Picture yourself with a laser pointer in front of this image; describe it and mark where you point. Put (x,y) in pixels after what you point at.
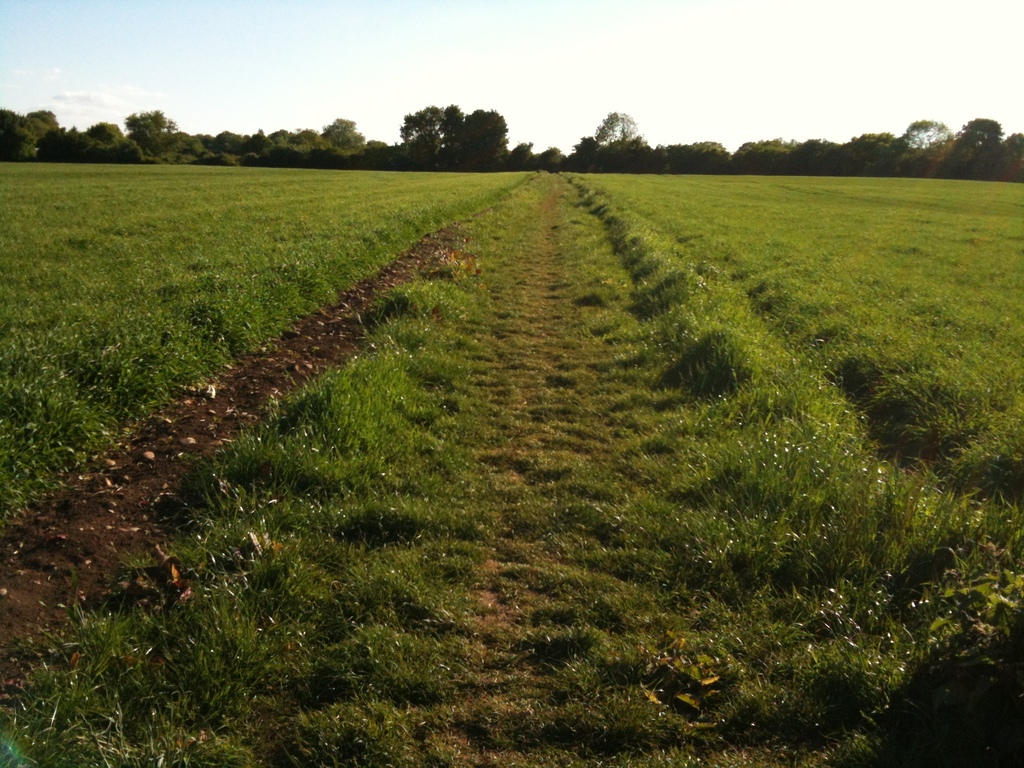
In the center of the image (449,471) there is grass (144,247). In the background of the image (513,127) there are trees (343,121) and sky (395,49).
